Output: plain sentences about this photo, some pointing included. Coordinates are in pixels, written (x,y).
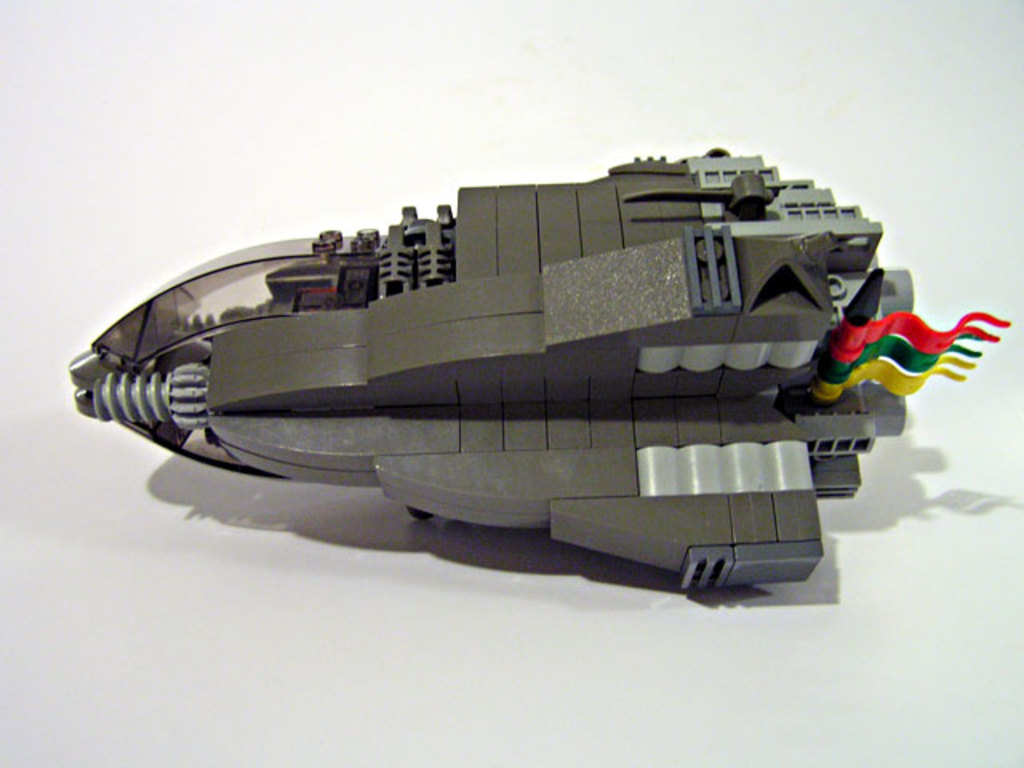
In this picture I can see the toy (483,478) which looks like a jet. This toy (858,285) is kept on the table (898,624).
